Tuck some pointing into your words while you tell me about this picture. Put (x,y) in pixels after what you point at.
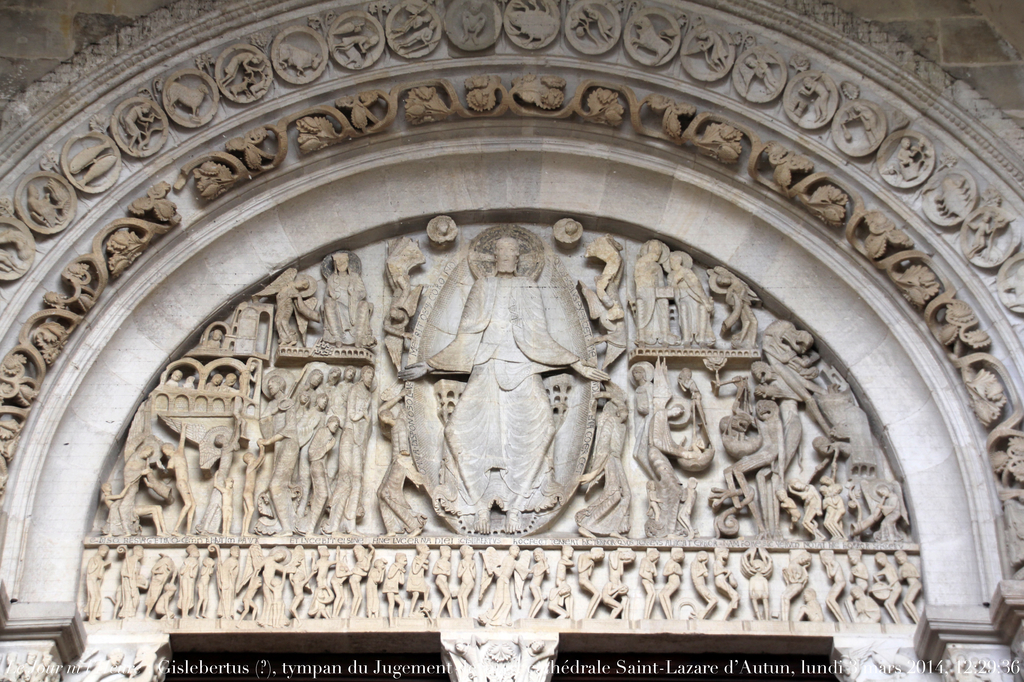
In this picture we can see sculptures (461,423), at the bottom (790,666) there is some text (183,671).
